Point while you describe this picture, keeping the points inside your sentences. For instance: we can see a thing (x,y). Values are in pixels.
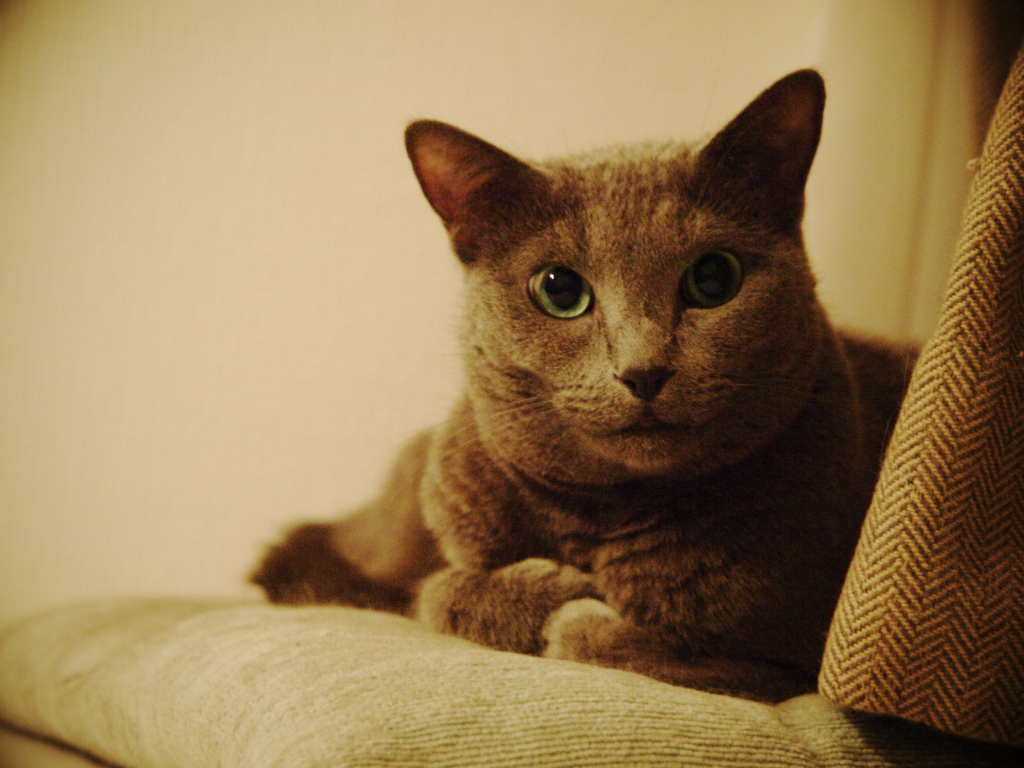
In the image there is a cat (598,354) on a surface (179,685) and it looks like there is a wall (351,215) behind the cat (547,491).
